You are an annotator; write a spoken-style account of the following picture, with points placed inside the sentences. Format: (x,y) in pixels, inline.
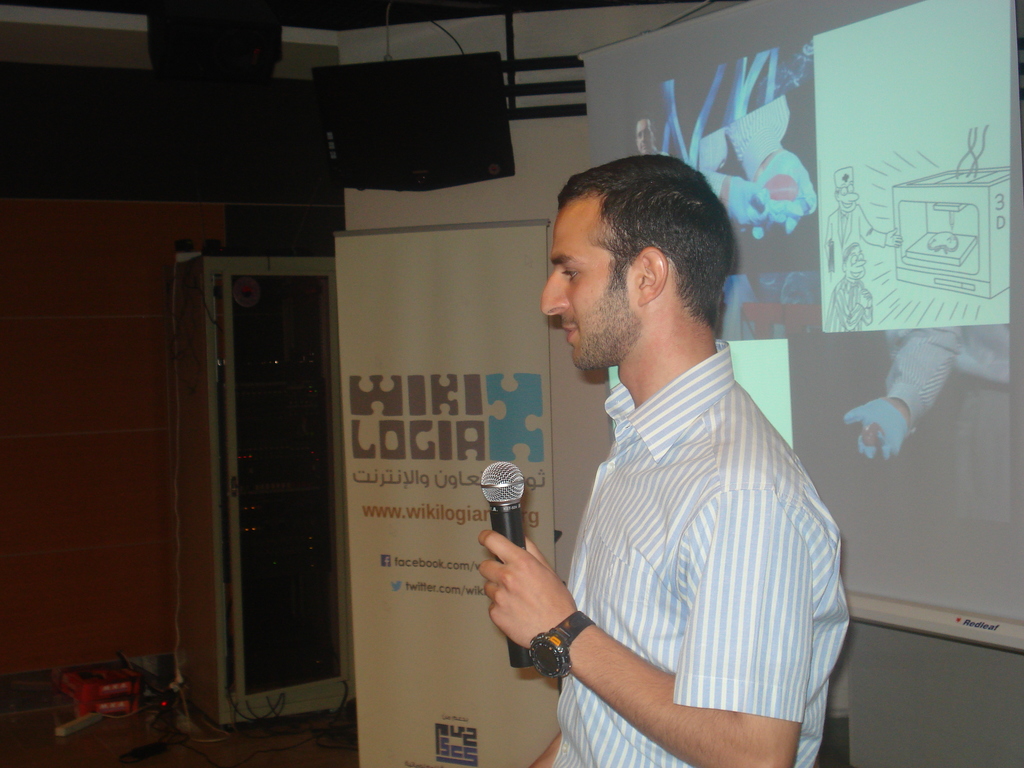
In this picture there is a man (698,447) who is wearing shirt (674,541) and watch (547,637). He is holding a mic (502,468). Here we can see a banner (420,312), door (291,348) and wooden wall (158,389). On the right (810,272) we can see a projector screen (845,289). On the top (432,159) there is a projector (450,158). On the bottom left corner (159,746) we can see a red device (123,709) and cables (169,714).
